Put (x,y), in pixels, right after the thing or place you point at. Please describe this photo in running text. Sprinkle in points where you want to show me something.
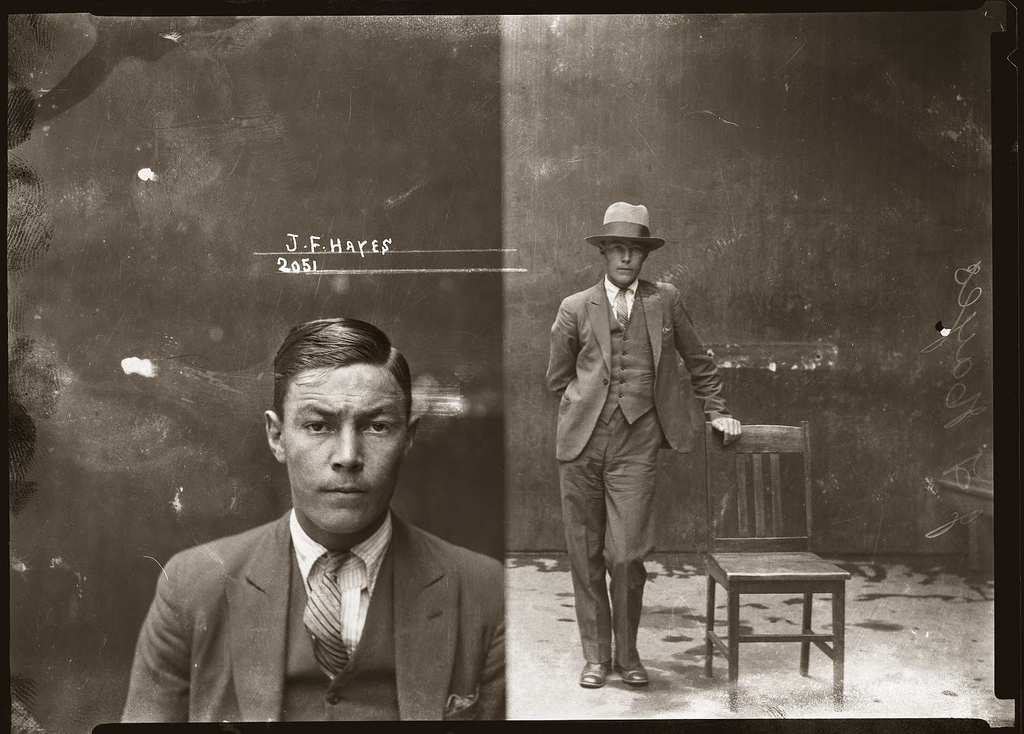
I see this is a collage image and I see 2 men (589,387) who are wearing suits (565,374) and this man (703,360) is wearing hat (630,205) on his head (622,215) and I see that there is a chair (747,580) over here and I see the floor (700,593) and I see something is written over here.
